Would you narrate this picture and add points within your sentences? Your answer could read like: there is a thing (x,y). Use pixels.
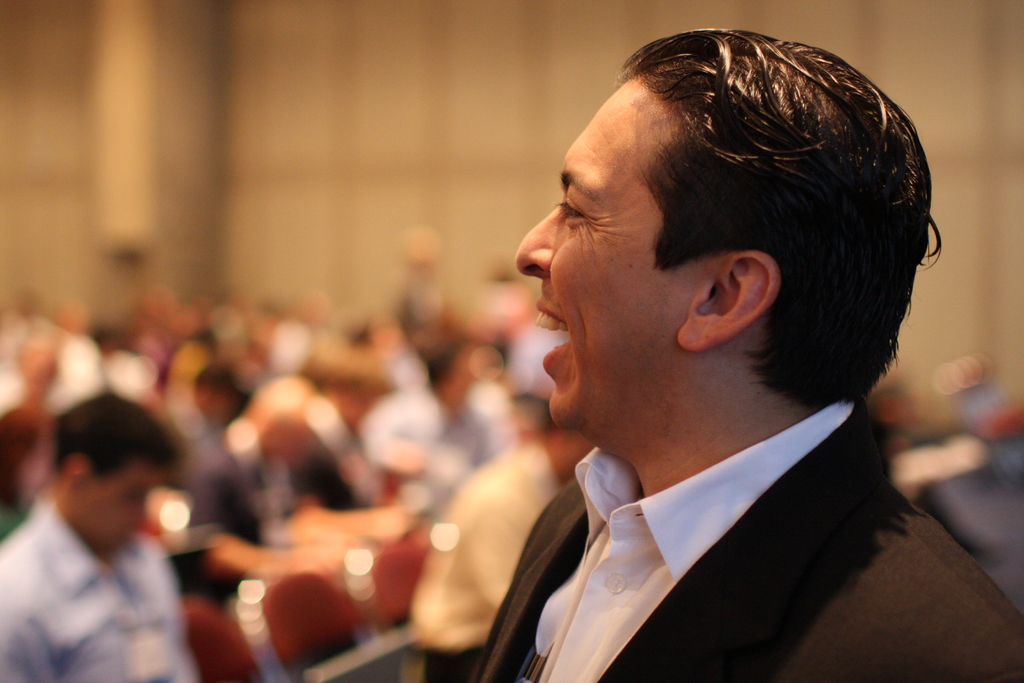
In this image, we can see a person (749,487) in a suit (575,522) is smiling and seeing towards left side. Background (264,239) there is a blur view. Here we can see a group of people (33,680).
